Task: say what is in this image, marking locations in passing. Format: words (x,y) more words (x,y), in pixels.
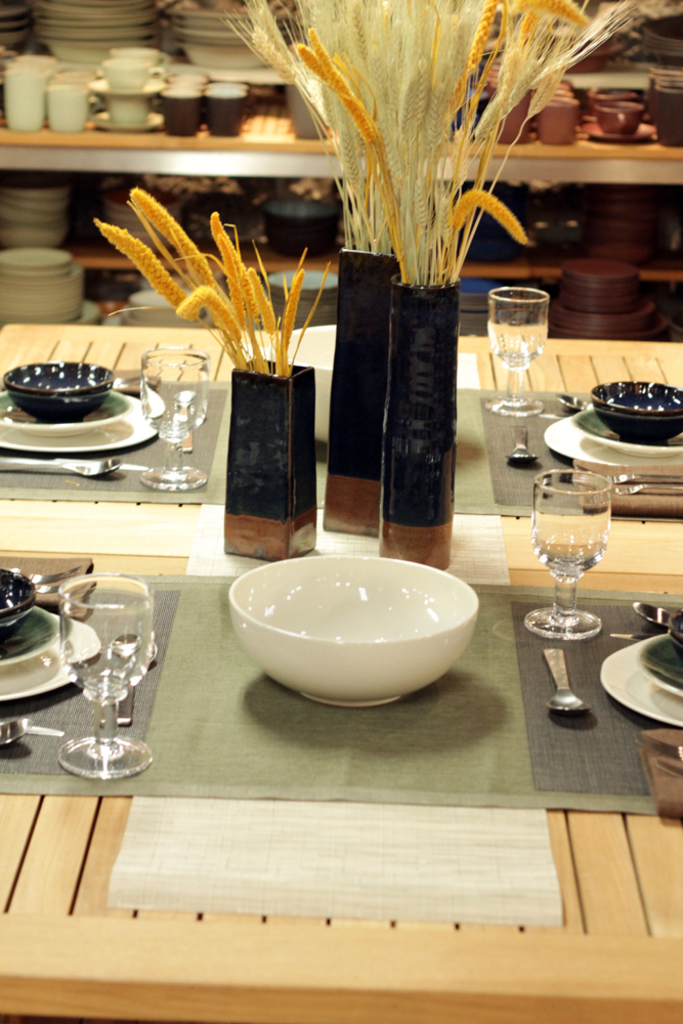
In this image there is a plant (253,298), pot (261,504), bowl (308,563), glass (557,636), spoon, plate (69,440), glass bowl (63,381), table mat (216,733) in the table (655,951) and in the back ground (60,205) there is cup (44,62), plates (107,52), saucers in the rack (648,145).
